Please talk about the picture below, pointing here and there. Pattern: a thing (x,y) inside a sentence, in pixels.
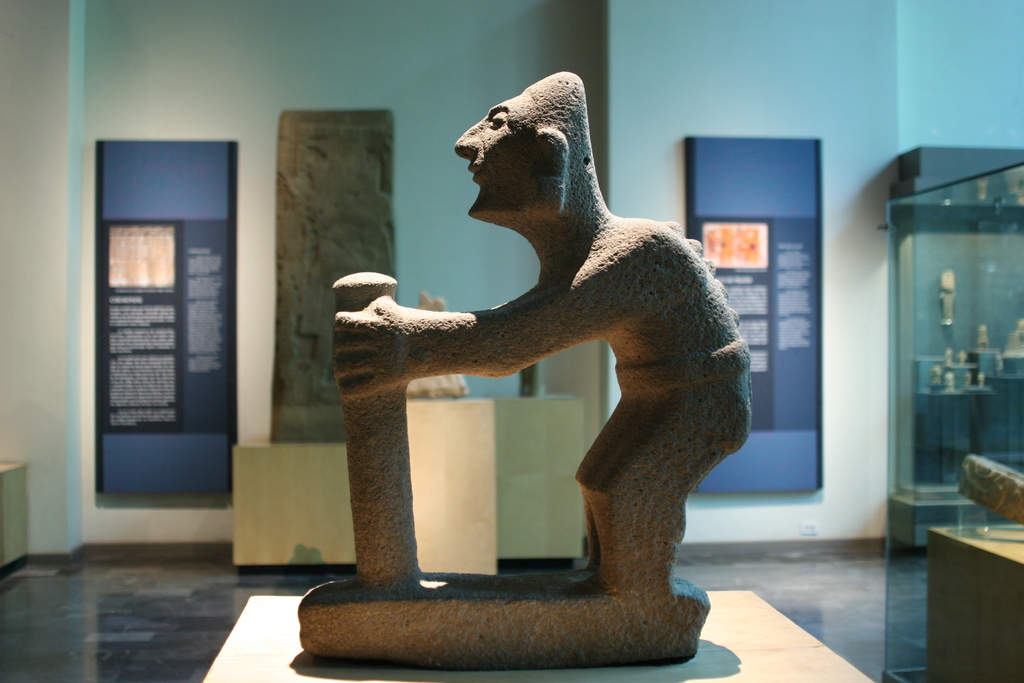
In this picture we can see there are sculptures (526,342), boards (199,366) and the wall (445,181). On the right side of the image (967,285), there is a transparent glass (985,279) and some other objects (965,373).
